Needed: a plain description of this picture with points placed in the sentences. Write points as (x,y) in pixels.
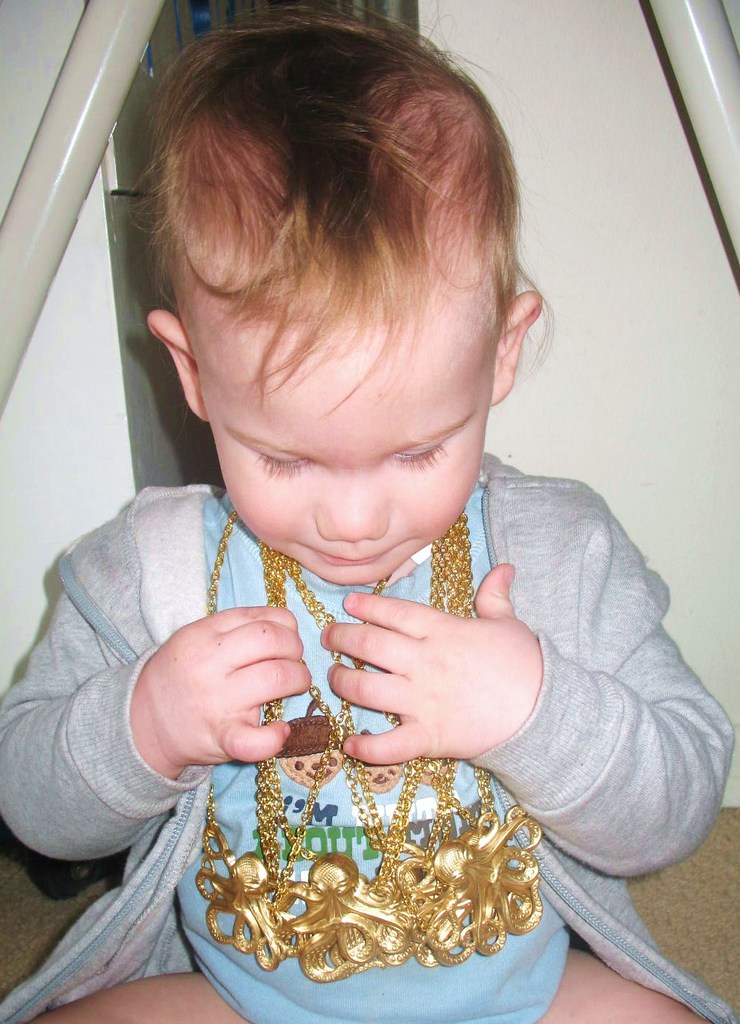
In the image we can see there is a baby (414,633) sitting on the ground (706,953). She is wearing gold necklaces (398,873) and ash colour jacket (582,737).
